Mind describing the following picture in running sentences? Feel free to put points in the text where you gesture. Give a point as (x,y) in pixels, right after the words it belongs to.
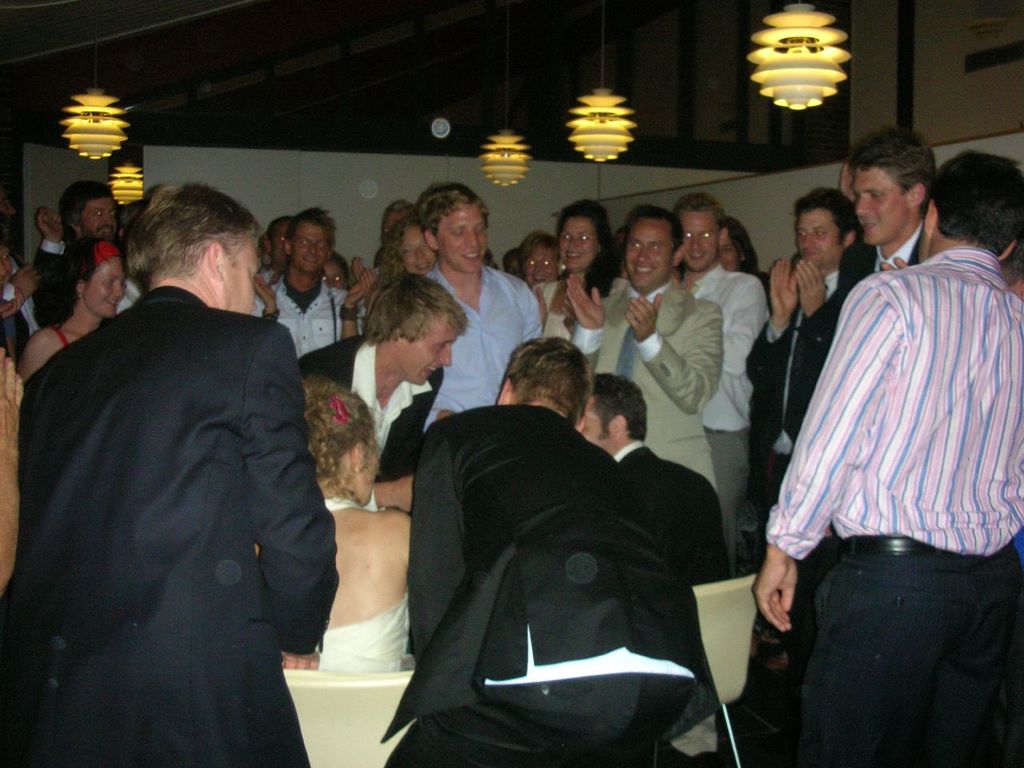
In the image, there is a couple (357,656) sitting on the chairs (710,635) and around them there are many people (638,289) clapping and wishing them. To the roof (411,102) there are some lights (819,61) hanging down.
